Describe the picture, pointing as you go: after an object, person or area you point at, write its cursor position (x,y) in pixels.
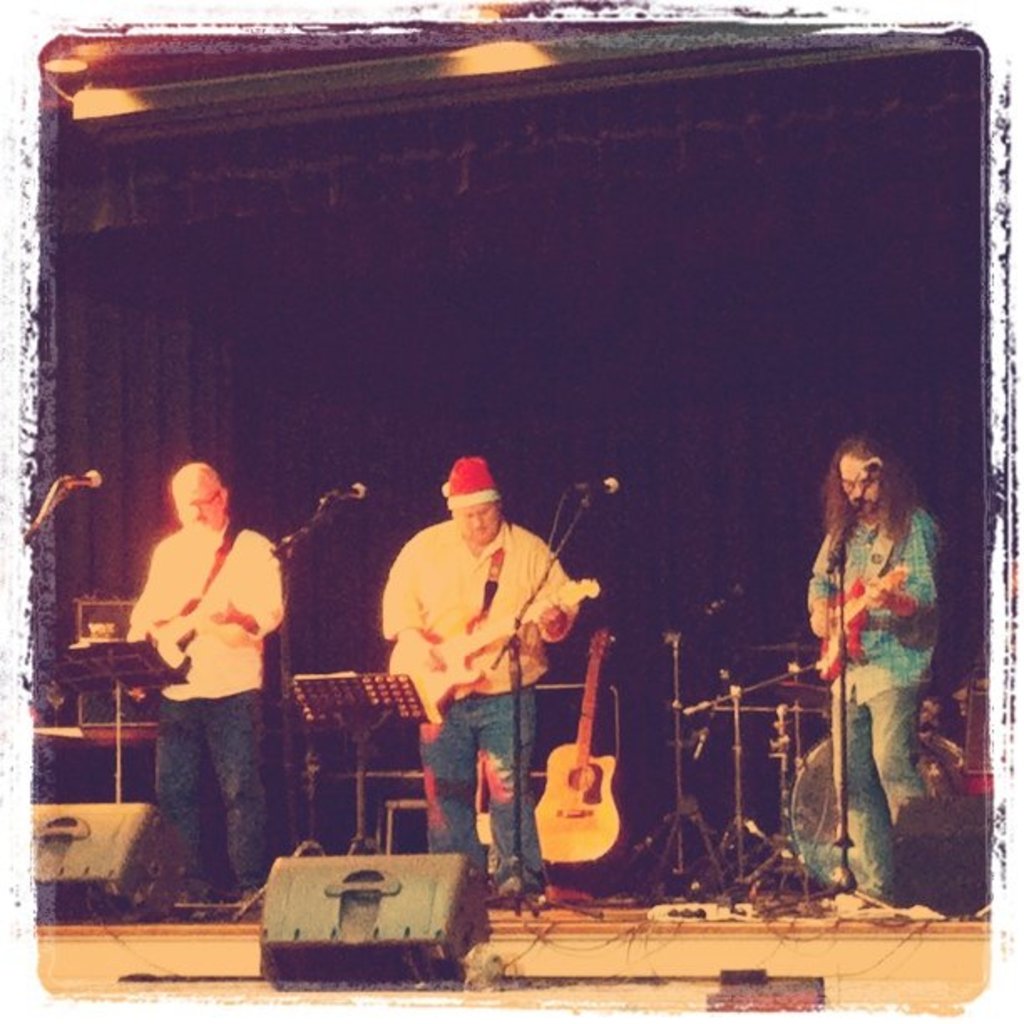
This is the picture on the stage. There are three persons (505,774) standing and playing guitar (183,658). At the bottom (336,877) there are speakers (334,986) and wires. At the front (95,470) there are microphones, at the back (284,248) there is a curtain (660,247).
